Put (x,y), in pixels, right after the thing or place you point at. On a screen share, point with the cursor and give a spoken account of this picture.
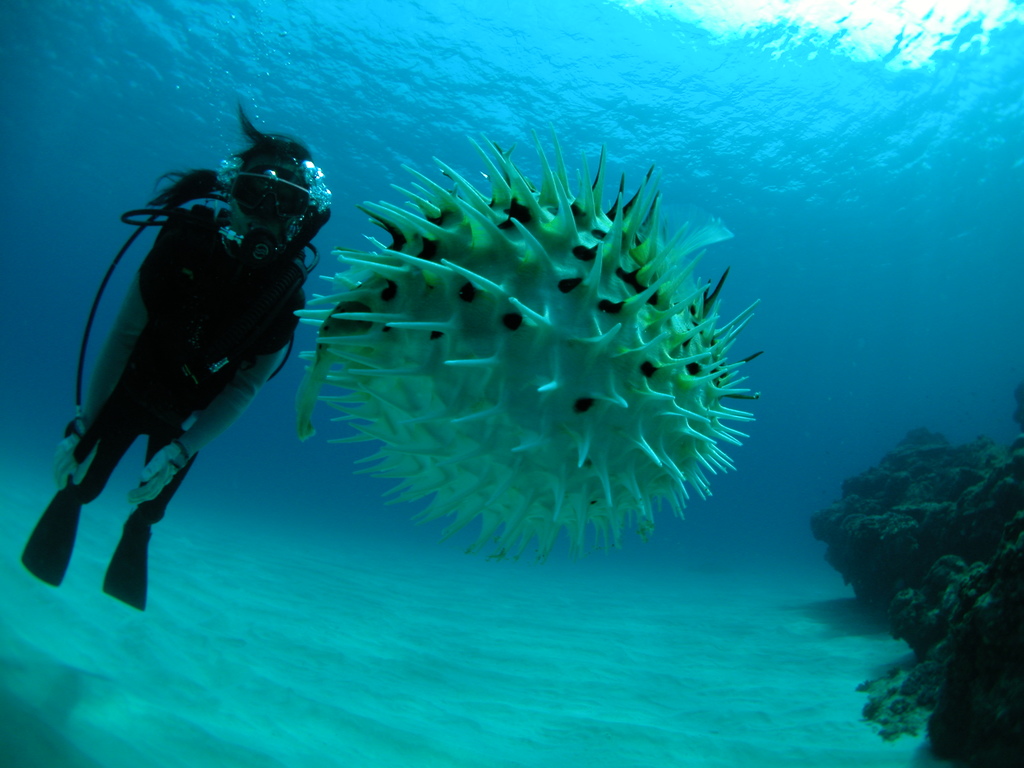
In the center of the image (626,362) we can see water animal (625,381) underwater. On the left side of the image (126,589) we can see person (178,319). In the background (811,491) we can see sand (242,705) and water (526,85).
